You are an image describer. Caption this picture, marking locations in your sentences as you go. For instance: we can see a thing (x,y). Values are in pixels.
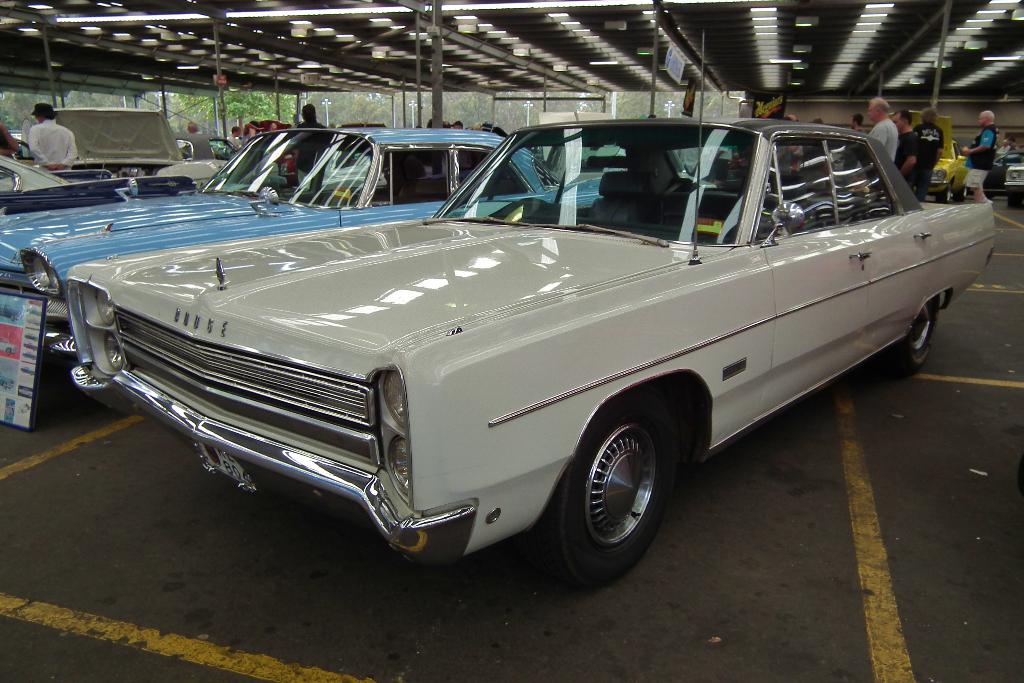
In the center of the image (517,439), we can see cars (435,361) on the road (707,534) and in the background (879,126), there are some people (918,140) and at the top (566,39), there is roof (621,79).
